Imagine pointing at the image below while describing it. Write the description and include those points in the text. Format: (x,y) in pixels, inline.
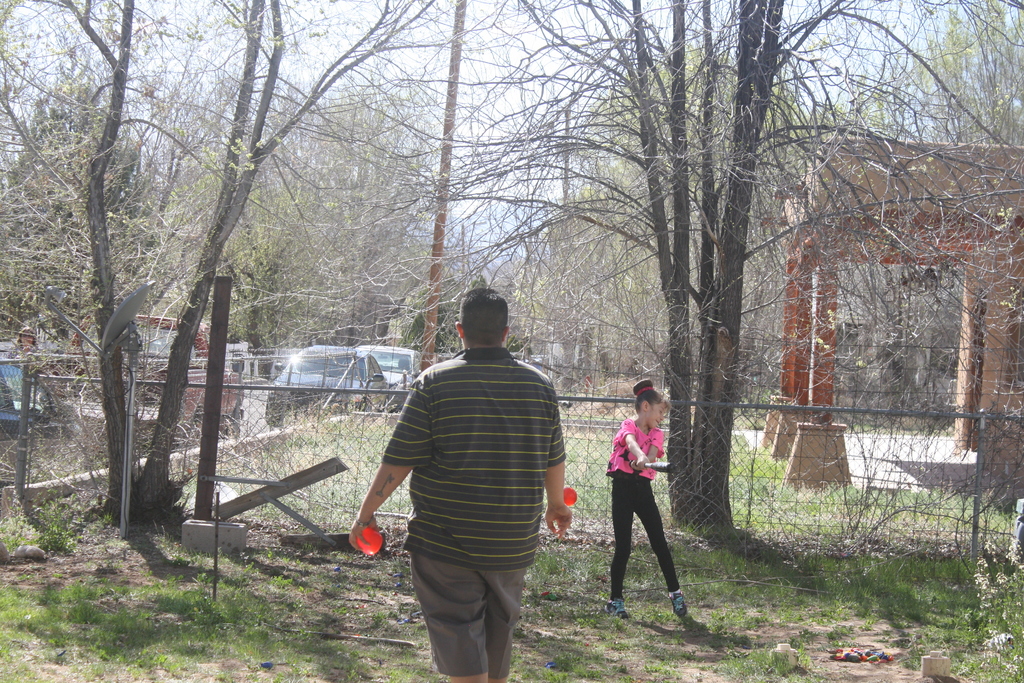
In this image I can see the ground (551,618) and two persons (494,413) are standing on the ground (533,576). In the background (776,469) I can see the metal fencing (321,412), few trees (906,264), few vehicles (370,382) on the road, a pole (452,50), a shed (1010,332) and the sky (423,33).
